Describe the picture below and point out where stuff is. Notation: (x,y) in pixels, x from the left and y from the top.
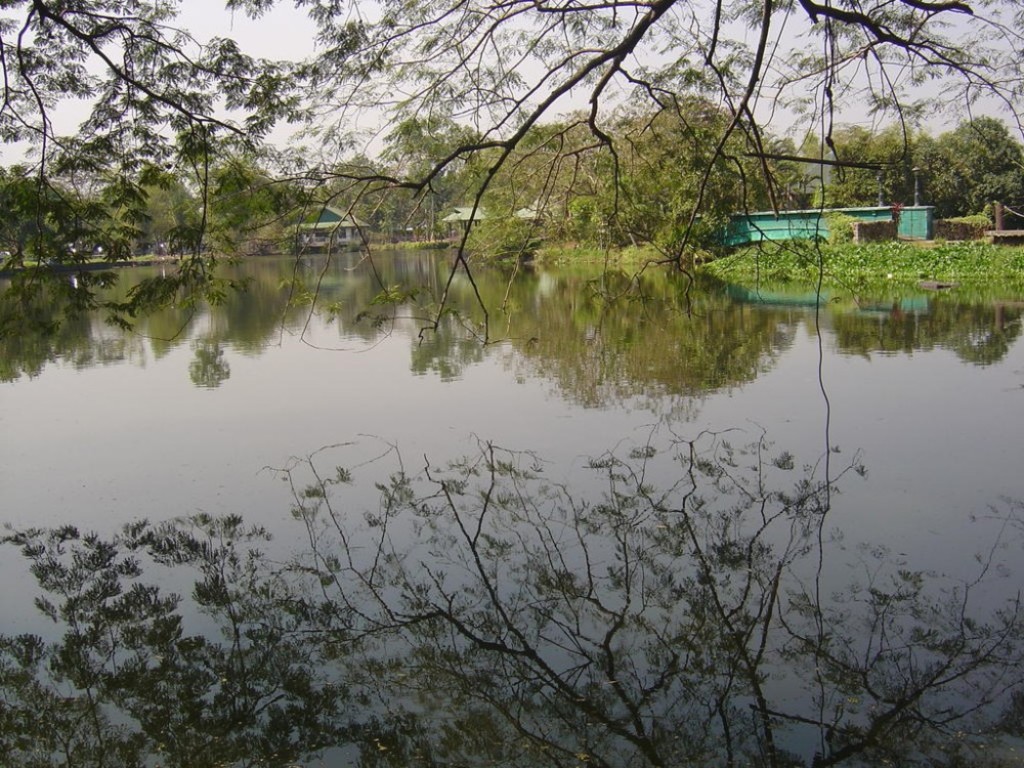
In this picture I can see there is a lake (484,386) and there is a reflection (530,656) of tree (474,594) here in the lake (526,457) and in the backdrop (305,236) I can see there are few buildings (755,223) and there are trees (643,234) and plants (928,258). The sky (609,111) is clear.
